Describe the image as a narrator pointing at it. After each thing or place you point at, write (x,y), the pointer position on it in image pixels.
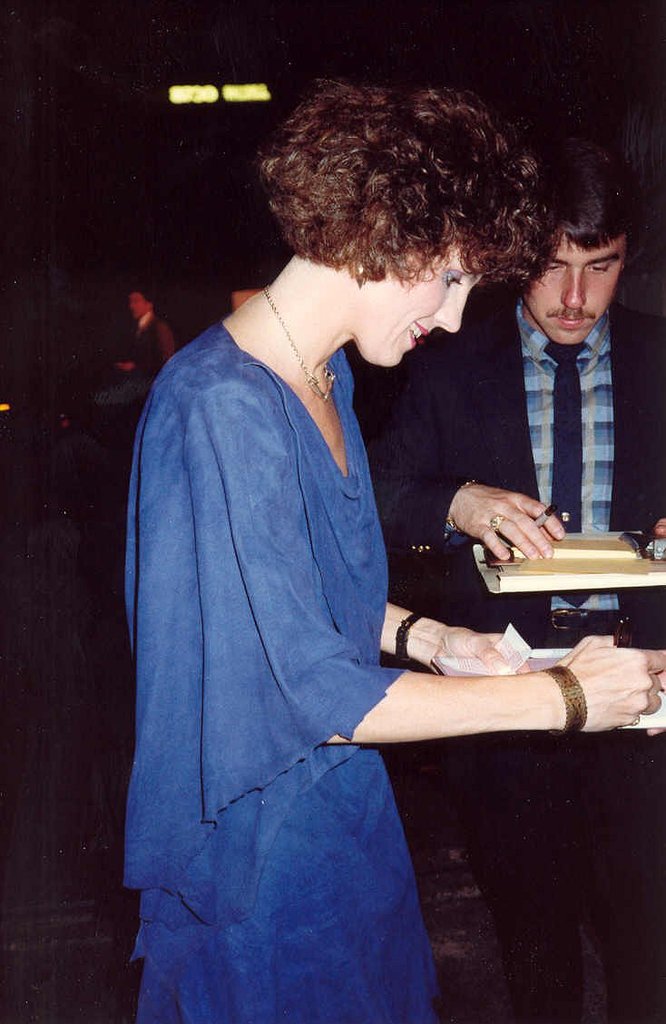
In this picture we can see there are two people (271,450) standing and holding some objects (535,665). Behind the people (411,611) there is another person (146,347) is standing and the dark background (204,97) with the lights (186,100).
